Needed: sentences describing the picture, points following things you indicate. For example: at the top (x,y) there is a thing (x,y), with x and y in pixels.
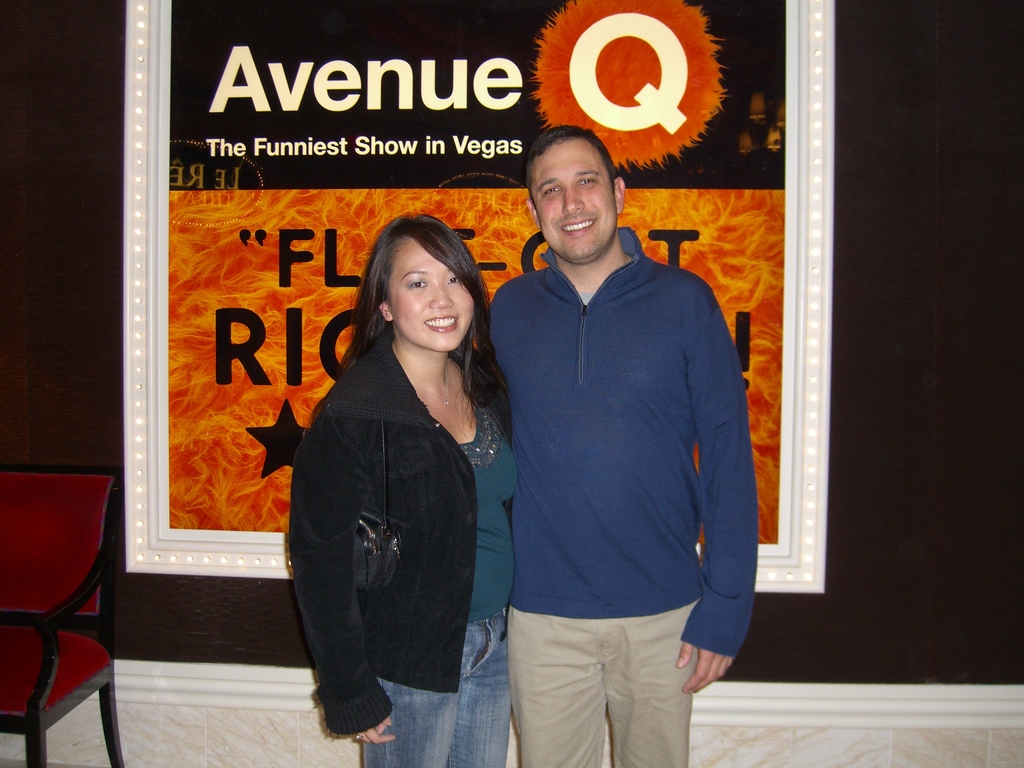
In this image I see a woman (472,718) and a man (732,463) who are smiling and standing on the floor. In the background (11,575) I see a chair (110,766) and the wall (264,653).
